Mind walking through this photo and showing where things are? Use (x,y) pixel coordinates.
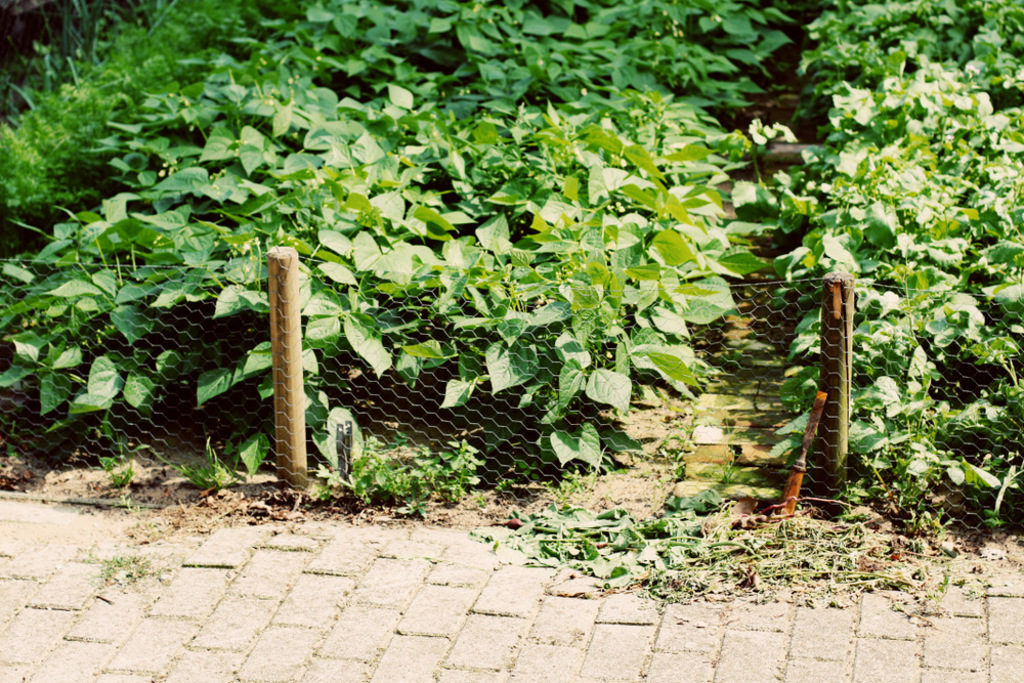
In this picture we can see fence (391,348) and green plants (720,502).
